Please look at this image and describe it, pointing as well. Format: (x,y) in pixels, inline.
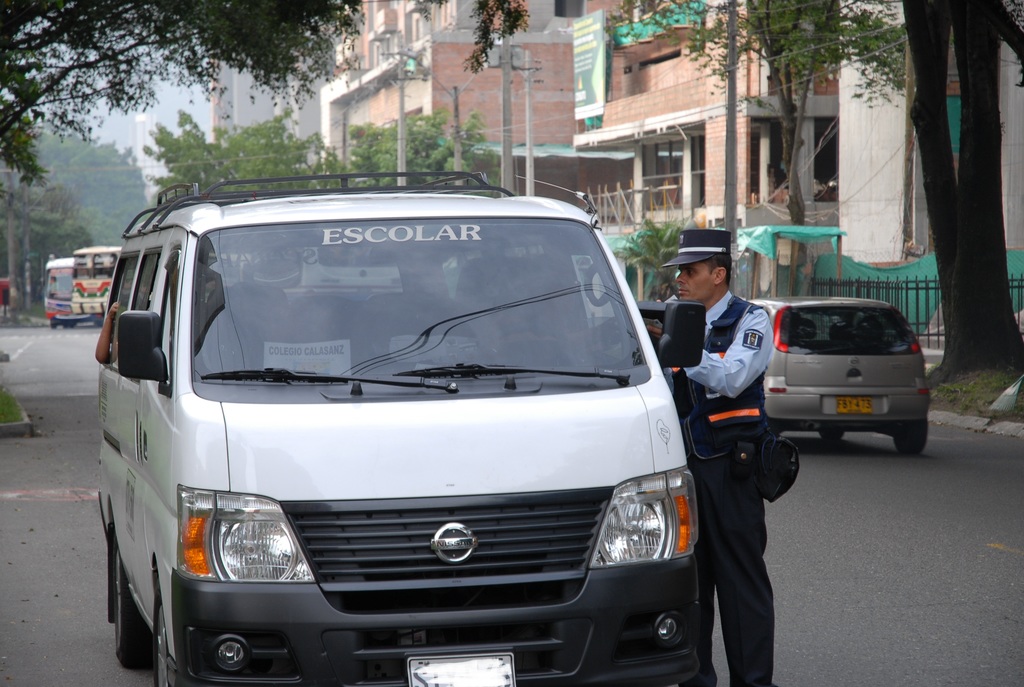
This is completely an outdoor picture. In Front of the picture we can see a vehicle (539,547) and beside to it there is a traffic police (737,421) standing. this is a road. This is a car (871,363). On the right side of the picture (754,80) we can see few buildings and also a tree (803,106). On the background of the picture (100,256) we can see buses (69,304) and also a tree (96,235).
